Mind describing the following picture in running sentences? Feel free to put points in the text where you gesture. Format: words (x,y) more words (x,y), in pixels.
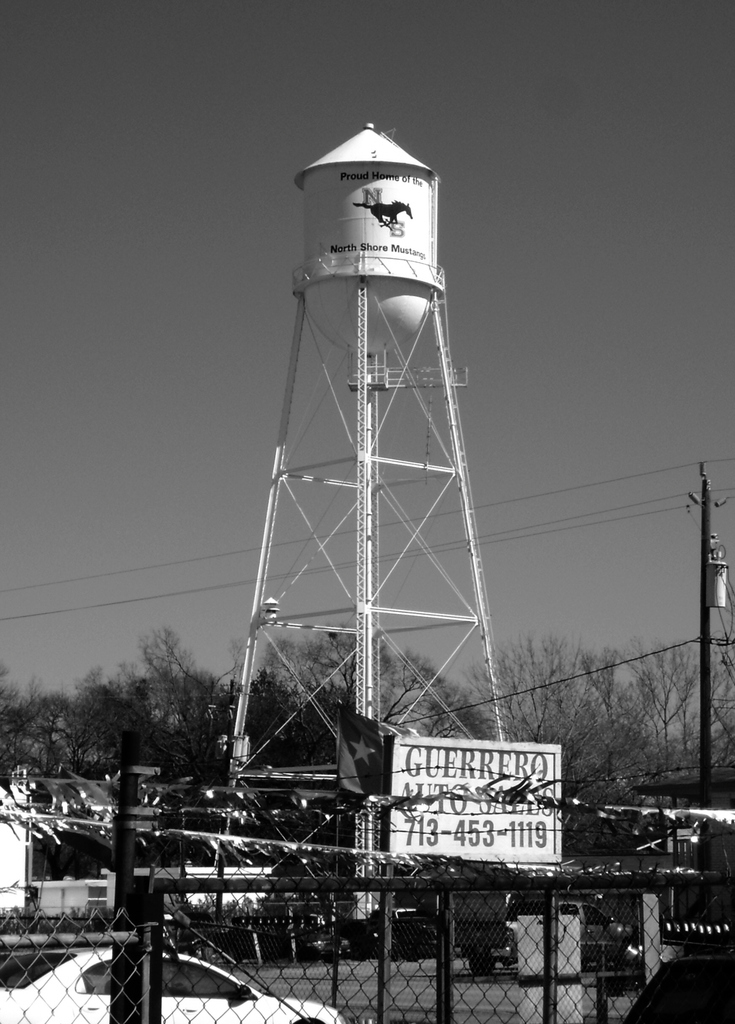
In the picture we can see a fencing (130,1000) and behind it, we can see a car (54,1023) which is white in color and behind it, we can see a tower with a tank (330,330) on top of it which is white in color and behind it we can see trees (331,798) and sky (632,183).
